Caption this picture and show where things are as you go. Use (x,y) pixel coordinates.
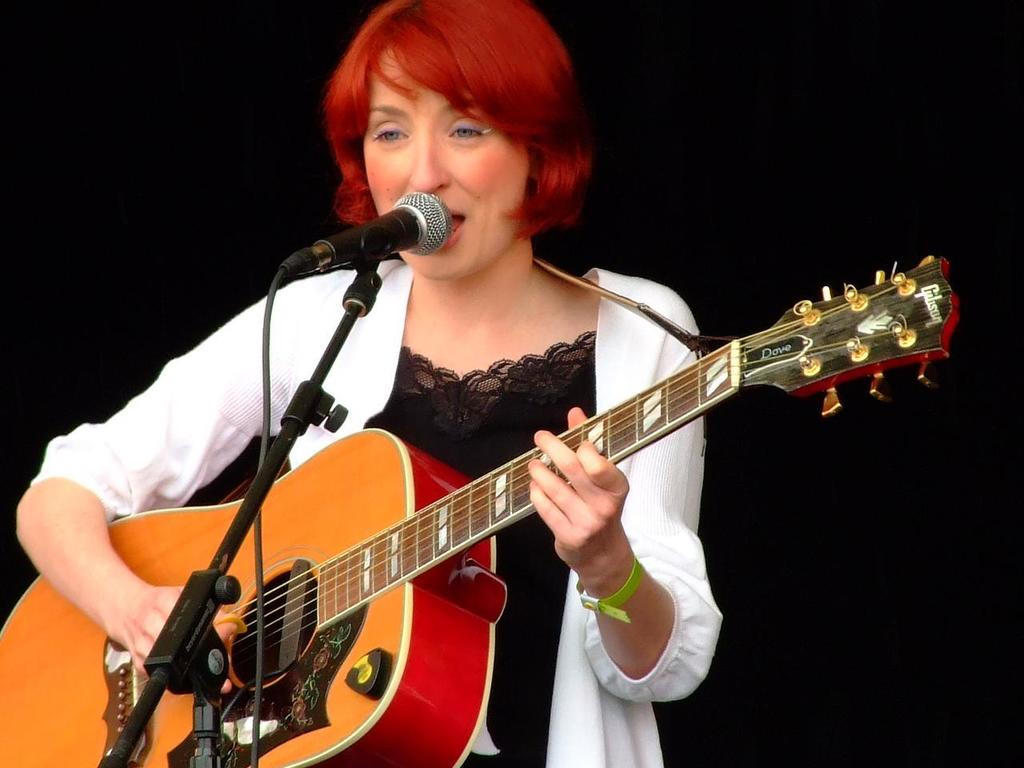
In the image in the center (564,382) we can see one lady (493,440) she is singing which we can see on face (484,214). She is holding guitar (346,622), in front of her we can see microphone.
